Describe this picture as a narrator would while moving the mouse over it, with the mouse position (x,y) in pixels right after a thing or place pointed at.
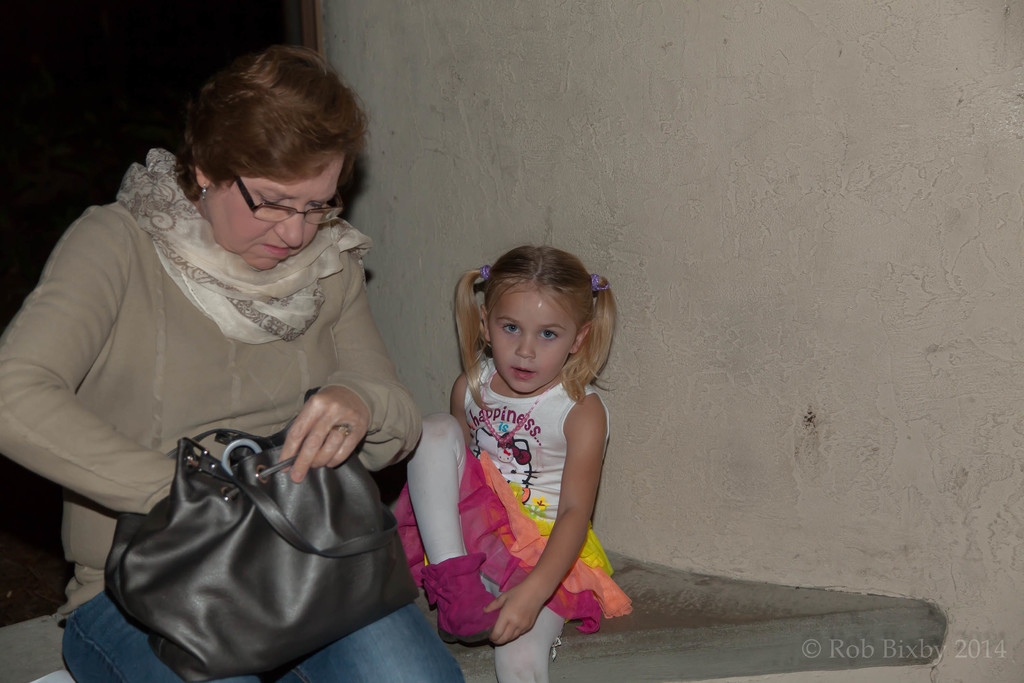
In this picture i could see a mom (192,304) and a daughter (509,436), mom (184,407) is holding a bag (244,542) checking a bag (254,497). In the background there is wall (507,99) and a door (88,113).
